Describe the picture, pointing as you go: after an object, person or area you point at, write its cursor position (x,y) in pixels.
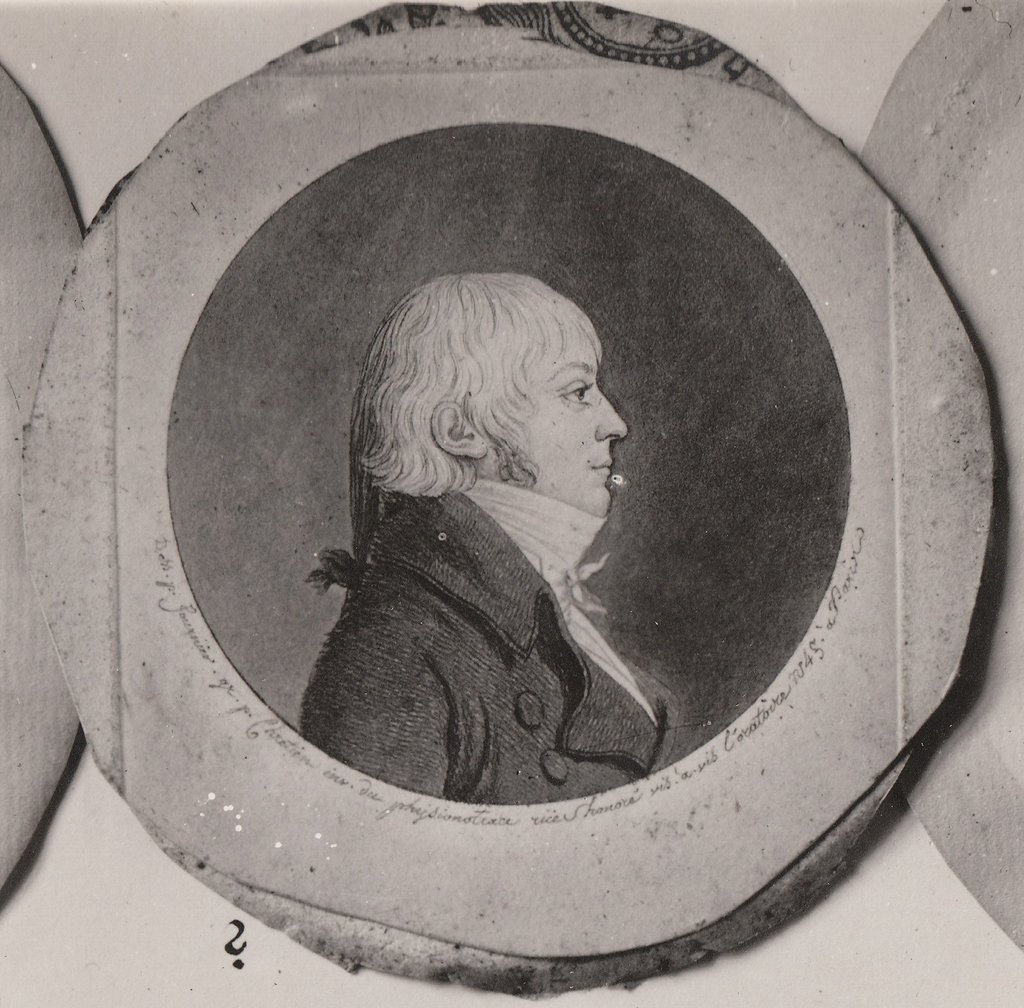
This is a black and white picture. In this picture, we see a man (560,517). It looks like a photo frame (278,542) which is placed on the white wall (863,932).
